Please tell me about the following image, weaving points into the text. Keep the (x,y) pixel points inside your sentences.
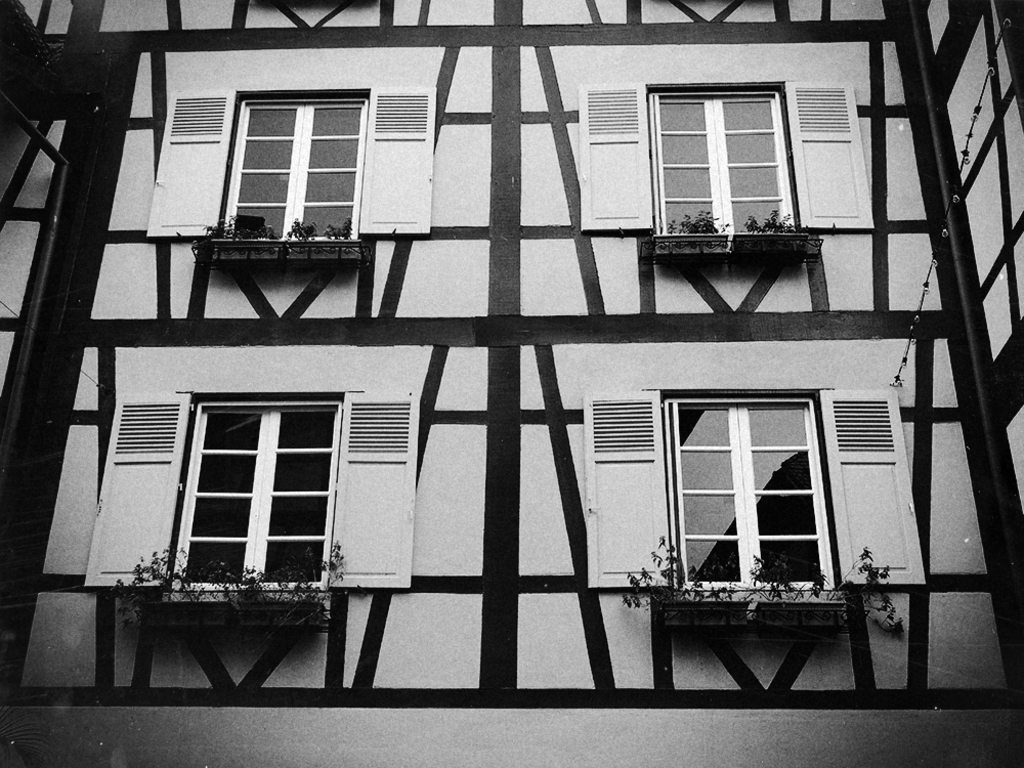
This is a black and white picture, we can see a building (697,483), there are some windows (265,162), plants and pillars (501,391).
